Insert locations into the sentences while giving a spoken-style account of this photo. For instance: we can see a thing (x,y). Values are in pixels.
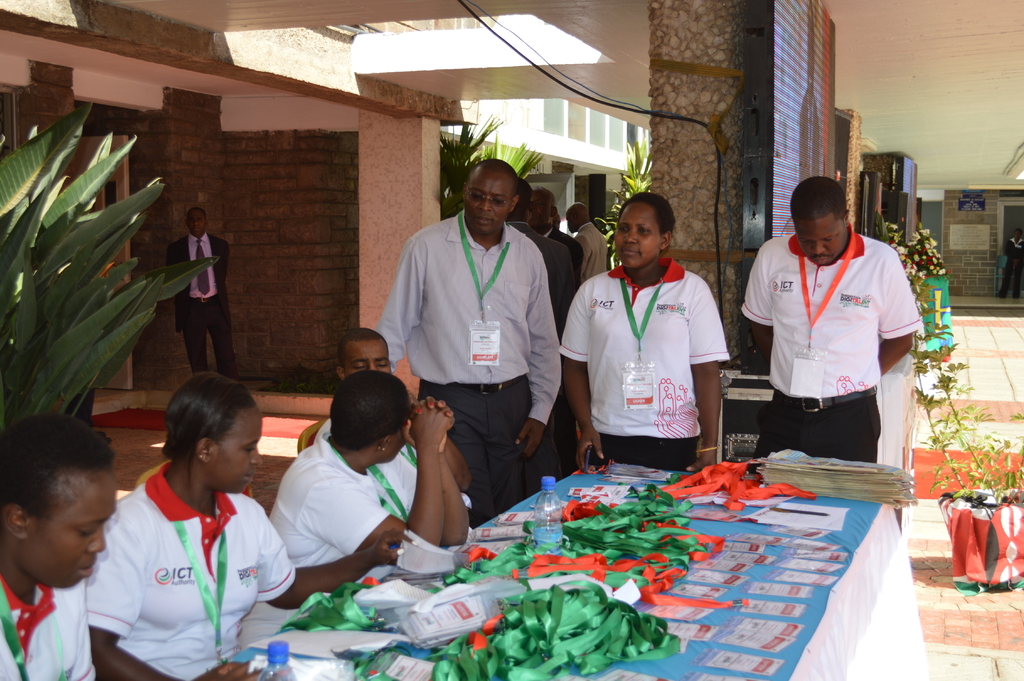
In this image we can see a few people (624,349), some of them are sitting on the chairs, in front of them there is a table (833,533), on that there are access cards (815,552), paper (367,648), bottles (551,519), there is a building (554,107), also we can see house plants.
